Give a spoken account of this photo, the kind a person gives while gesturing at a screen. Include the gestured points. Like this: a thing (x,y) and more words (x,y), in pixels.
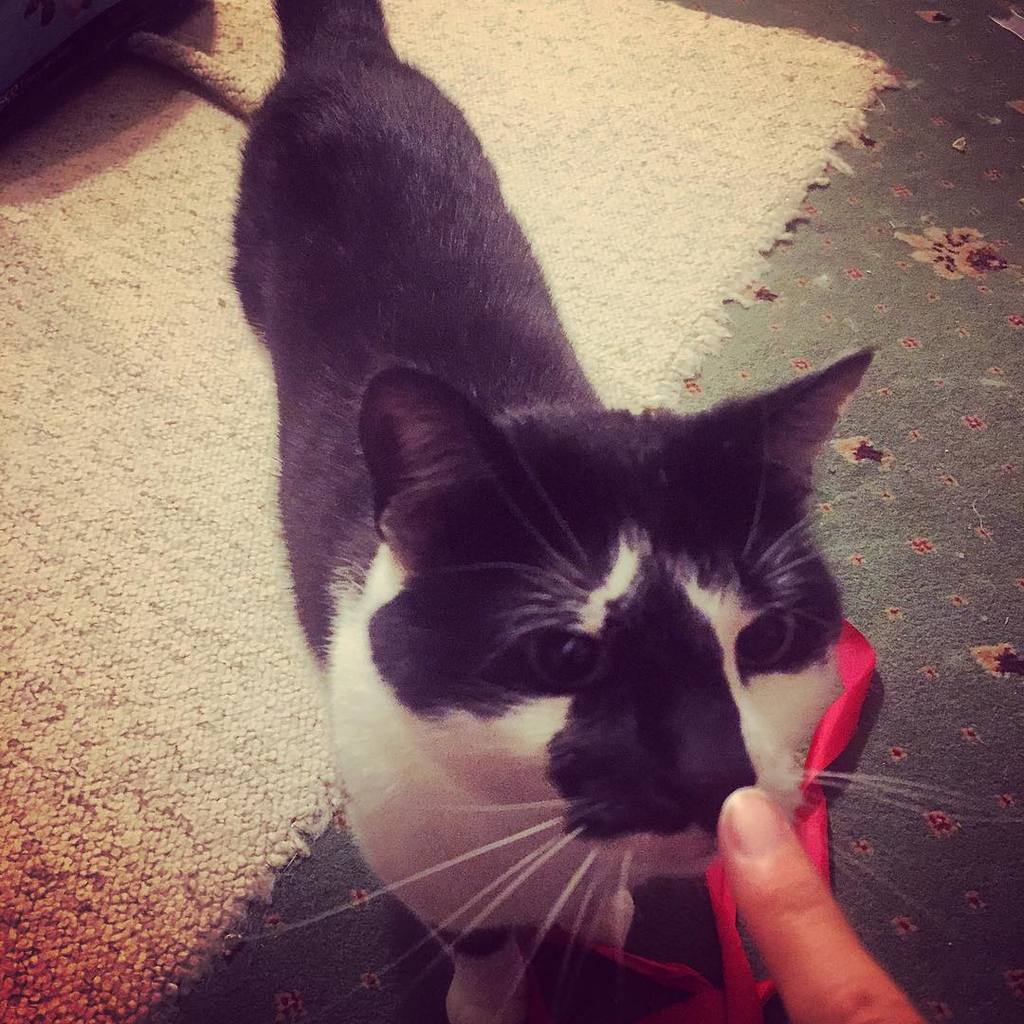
In this picture there is a white and black color cat (334,179) in the center of the image (615,492) and there is a finger (748,877) at the bottom side of the image (865,990).
